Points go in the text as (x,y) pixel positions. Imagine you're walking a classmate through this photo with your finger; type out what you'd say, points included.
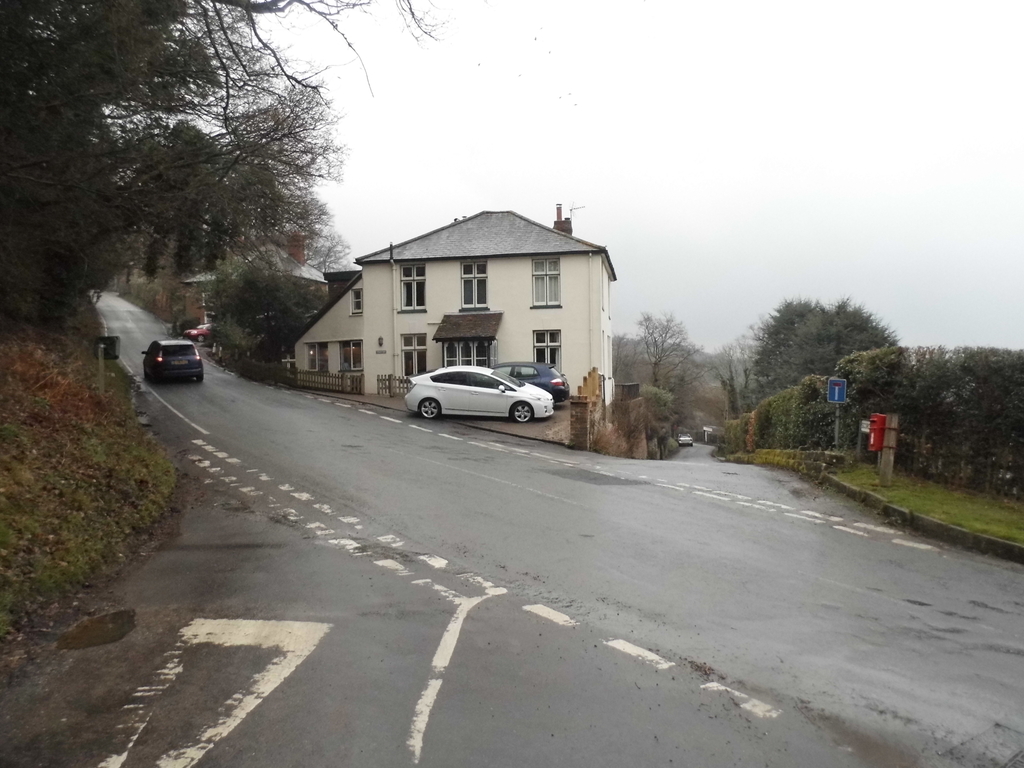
In the center of the image (414,390) we can see some cars (493,382) parked on the road (251,382), a building (481,296) with windows (446,363), door (474,362) and roof (505,247), a fence (392,385). To the right side of the image (871,441) we can see sign board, post box (872,426) on the pole (885,469). In the background (758,363), we can see a group of trees (773,361), building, plants (86,446) and the sky (635,118).
